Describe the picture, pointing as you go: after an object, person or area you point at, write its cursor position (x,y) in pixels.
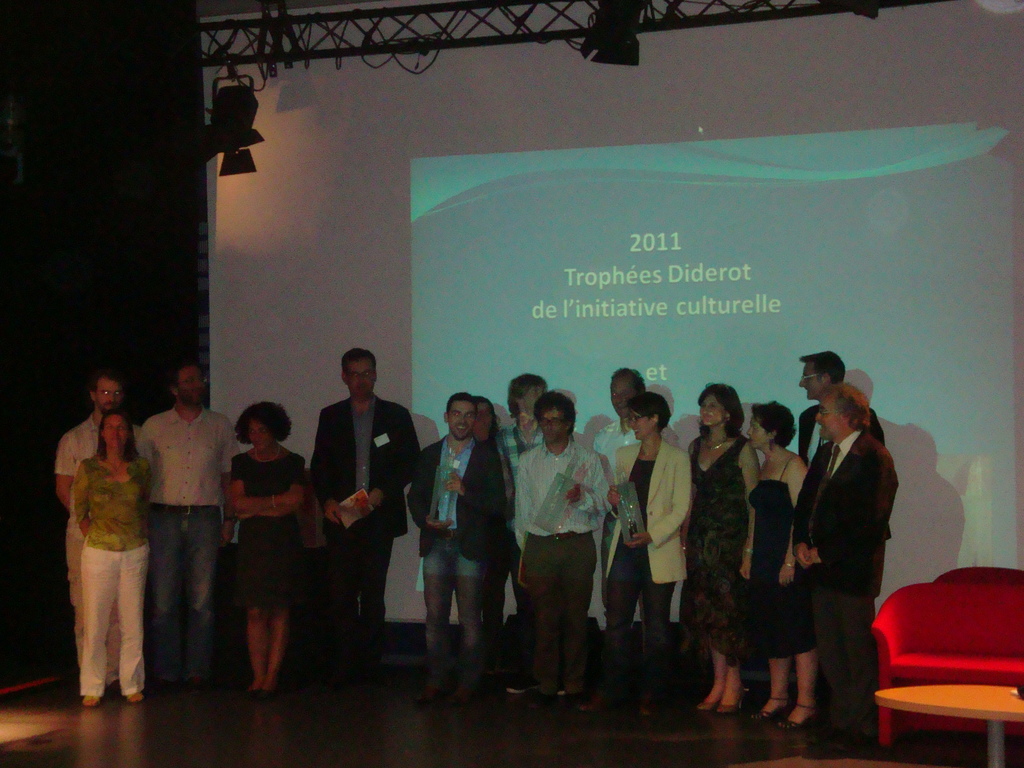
There are people (495,611) standing and we can see chair (975,649) and table (929,709). In the background (960,53) it is dark and we can see screen (322,61), rods (370,17) and lights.
